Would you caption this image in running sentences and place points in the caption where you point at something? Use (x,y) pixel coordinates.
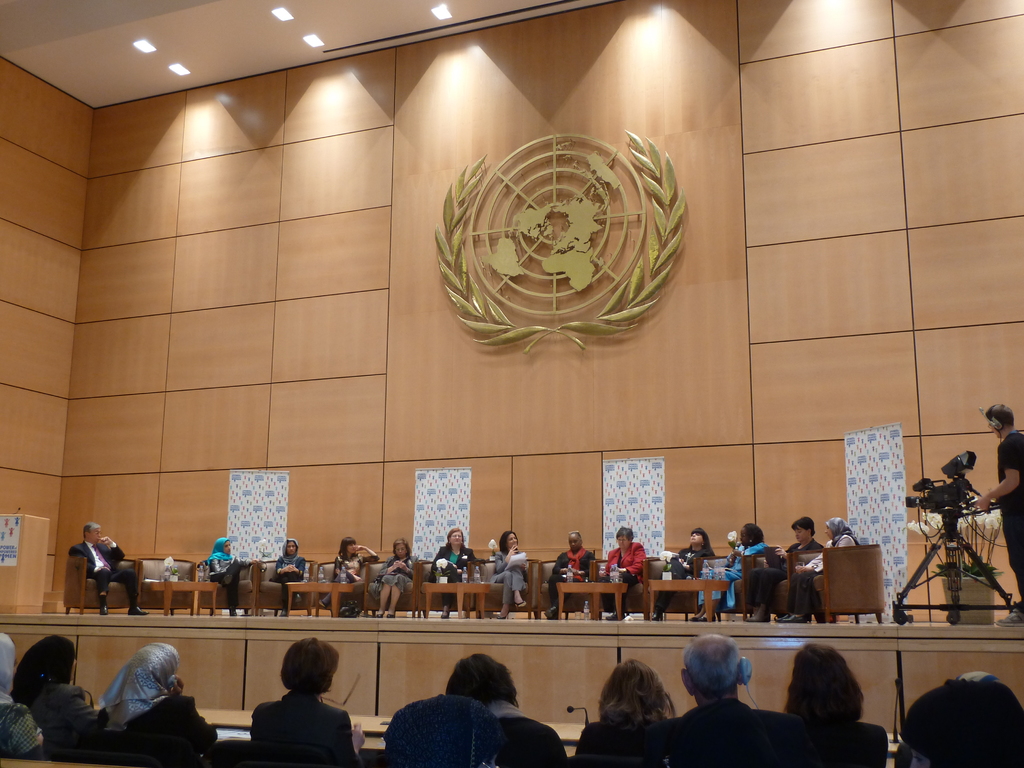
In this image I can see few people (148,650) in front (161,662) and in the background (116,580) I see few more people (756,550) and I see a man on the right (1004,531) with the camera (965,489) and it is on the tripod (958,559) and I see the wall (215,207) on which there is a logo (600,173) and on the top (173,64) I see the lights (321,42).
